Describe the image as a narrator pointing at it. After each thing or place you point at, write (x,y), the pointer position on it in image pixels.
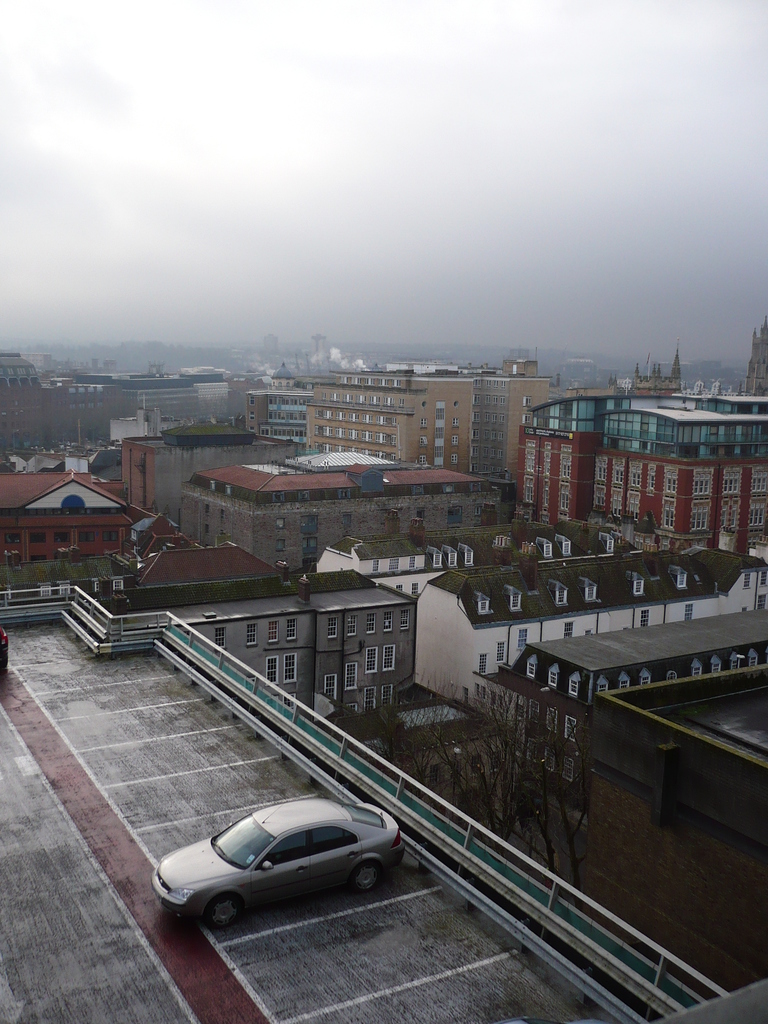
In this image at the bottom (581,780) there are some buildings (324,547) houses (427,645) trees (524,768) and some windows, in the background (302,360) there are some mountains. At the bottom (68,827) there is one terrace (252,908), on the terrace (390,933) there is one car (253,859) and on the top of the image (255,200) there is sky (452,220).
